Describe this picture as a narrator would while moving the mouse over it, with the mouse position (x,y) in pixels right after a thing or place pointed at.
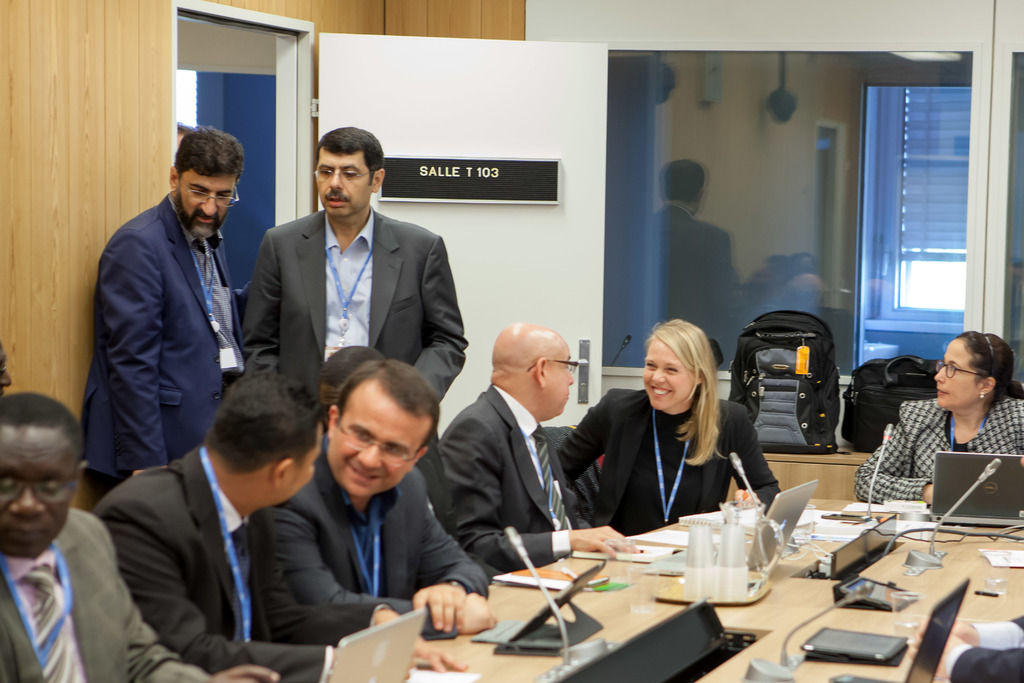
This picture shows people (48,437) seated on the chairs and speaking to each other and we see few laptops (1005,462) papers (996,549) and microphones (926,564) on the table (464,648) and we see couple of men (297,283) Standing.
